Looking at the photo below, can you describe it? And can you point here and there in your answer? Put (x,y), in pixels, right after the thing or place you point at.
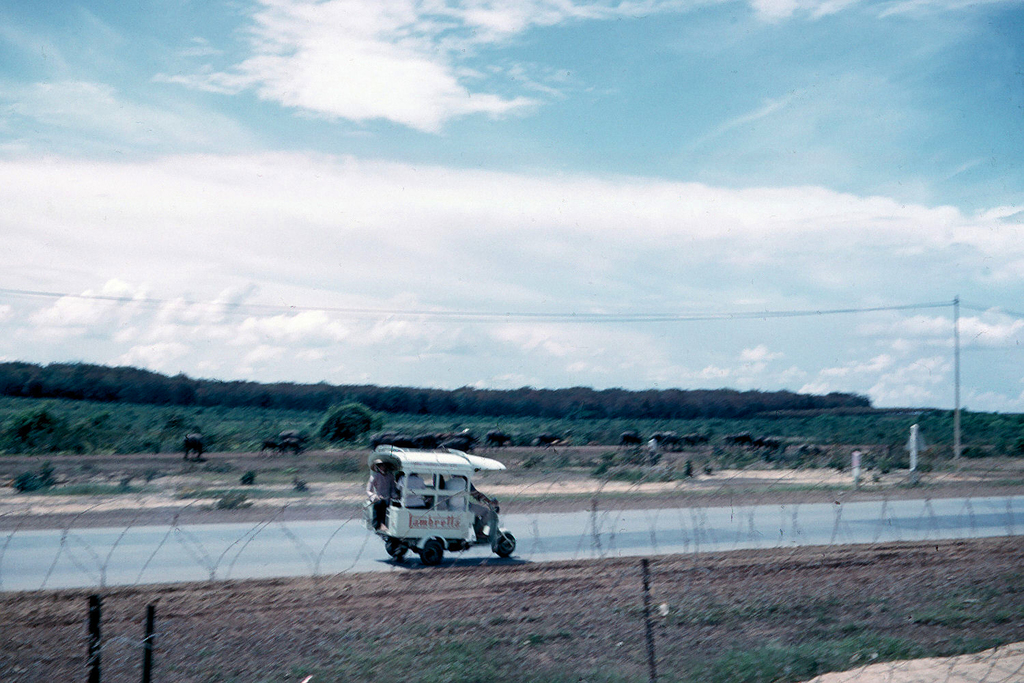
In this picture, we see a vehicle (391,460) is moving on the road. At the bottom (475,634), we see the grass (773,644), poles (649,613) and the fence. In the middle of the picture (410,441), we see the buffaloes (623,433) are grazing in the field (617,445). We see the trees (977,434). On the right side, we see the pole (957,315) and the wires (924,305). There are trees (288,384) in the background (519,397). At the top (648,146), we see the sky (555,159) and the clouds (241,289).
